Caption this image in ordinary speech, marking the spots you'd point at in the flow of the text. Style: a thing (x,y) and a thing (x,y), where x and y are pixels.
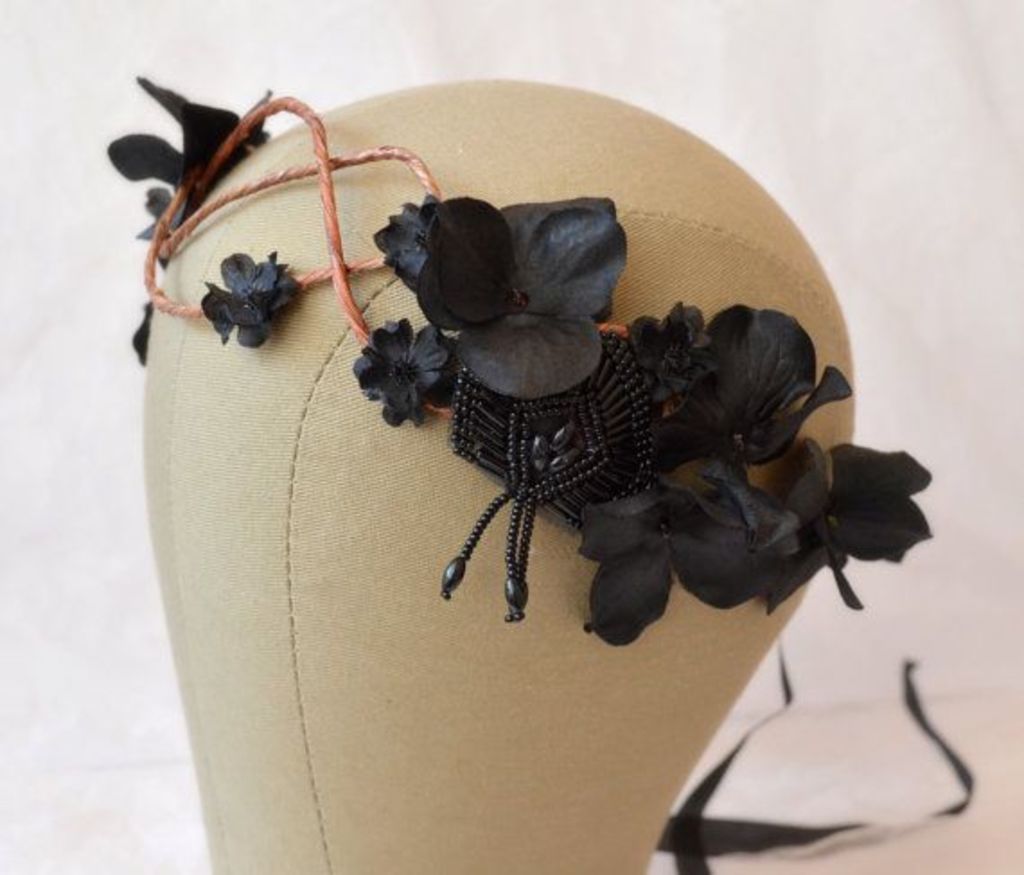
In this image, we can see some black color things (393,419) with threads (371,267) is placed on the object (398,514). Background (683,848) we can see black ribbons (680,835) and white color.
